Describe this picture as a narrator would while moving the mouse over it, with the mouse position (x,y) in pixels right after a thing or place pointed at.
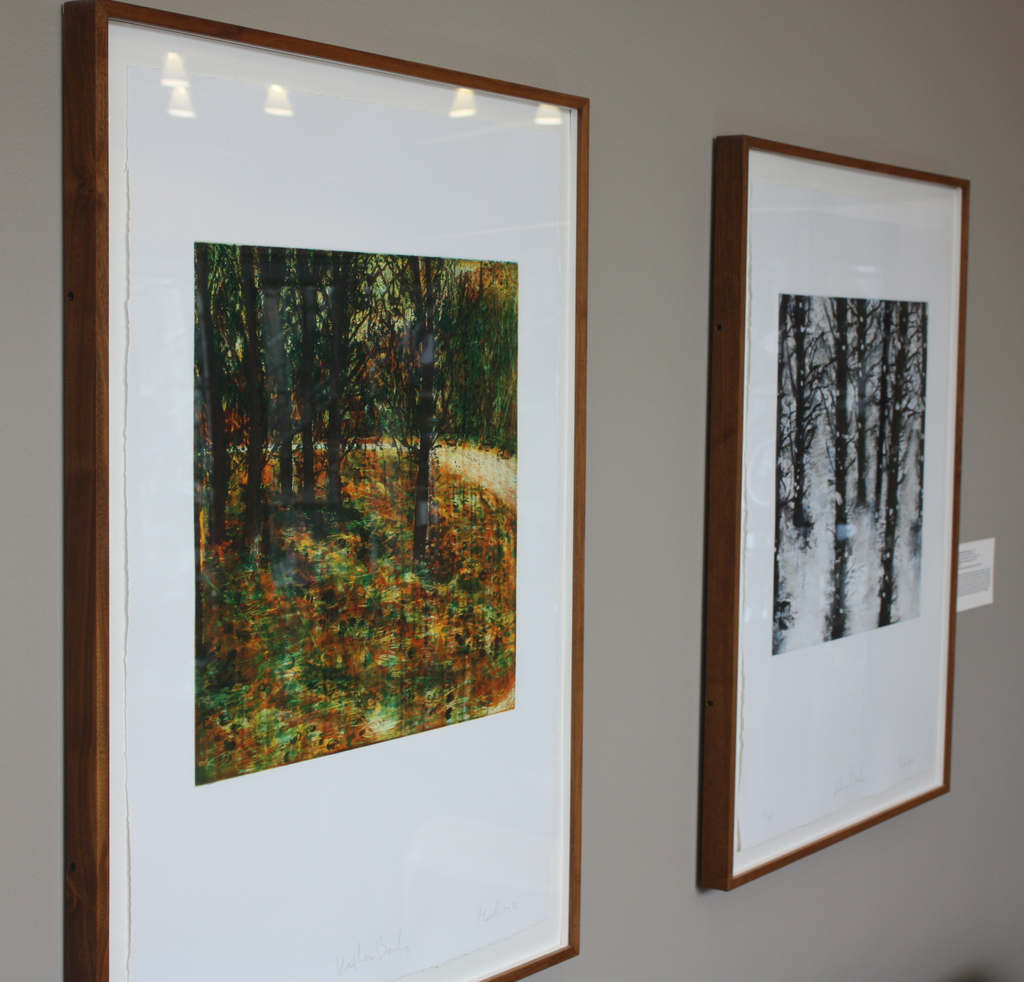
In this image I can see the frames (76,444) to the wall (611,461). In the frames (754,537) I can see many trees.
